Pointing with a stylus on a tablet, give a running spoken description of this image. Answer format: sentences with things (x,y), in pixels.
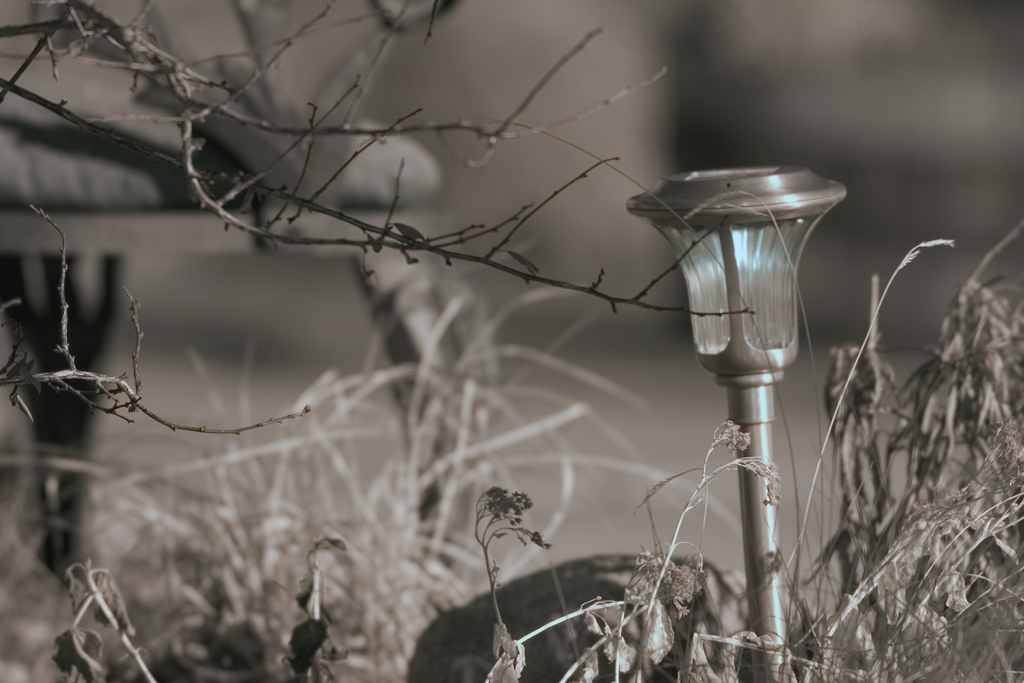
This is black and white image. Here I can see some plants (312,403). On the right side (761,522) there is a metal object (781,324) which is looking like a light (720,267). The background (903,73) is blurred.
